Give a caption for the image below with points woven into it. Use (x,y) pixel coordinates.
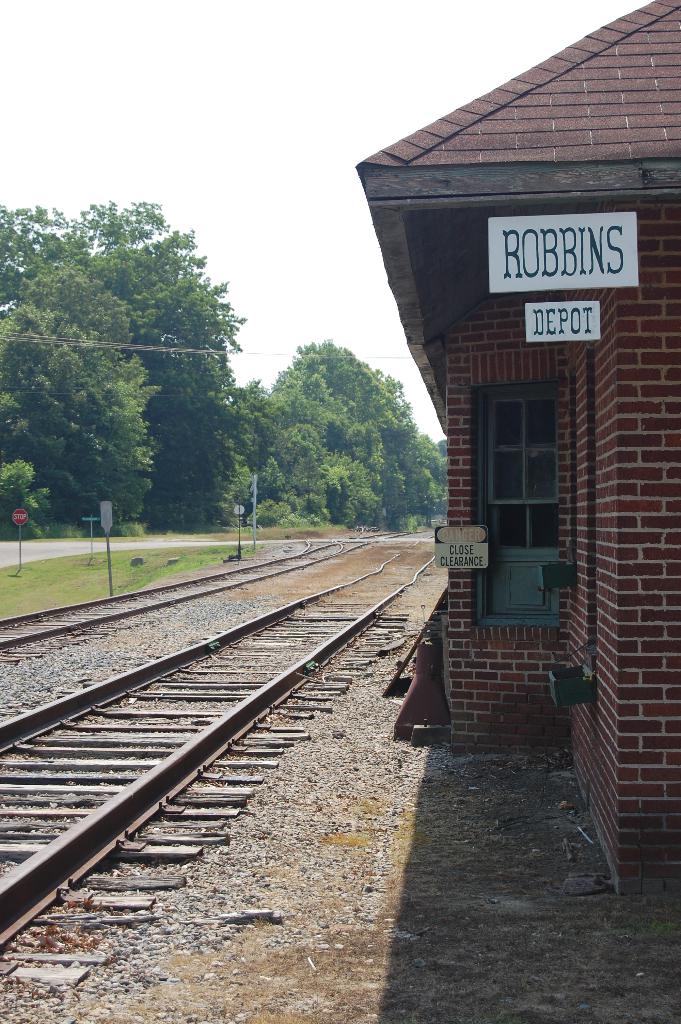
Here we can see a railway track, house (611,461), poles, boards (530,246), and trees (30,317). This is grass (65,586). In the background (241,237) there is sky (256,287).
